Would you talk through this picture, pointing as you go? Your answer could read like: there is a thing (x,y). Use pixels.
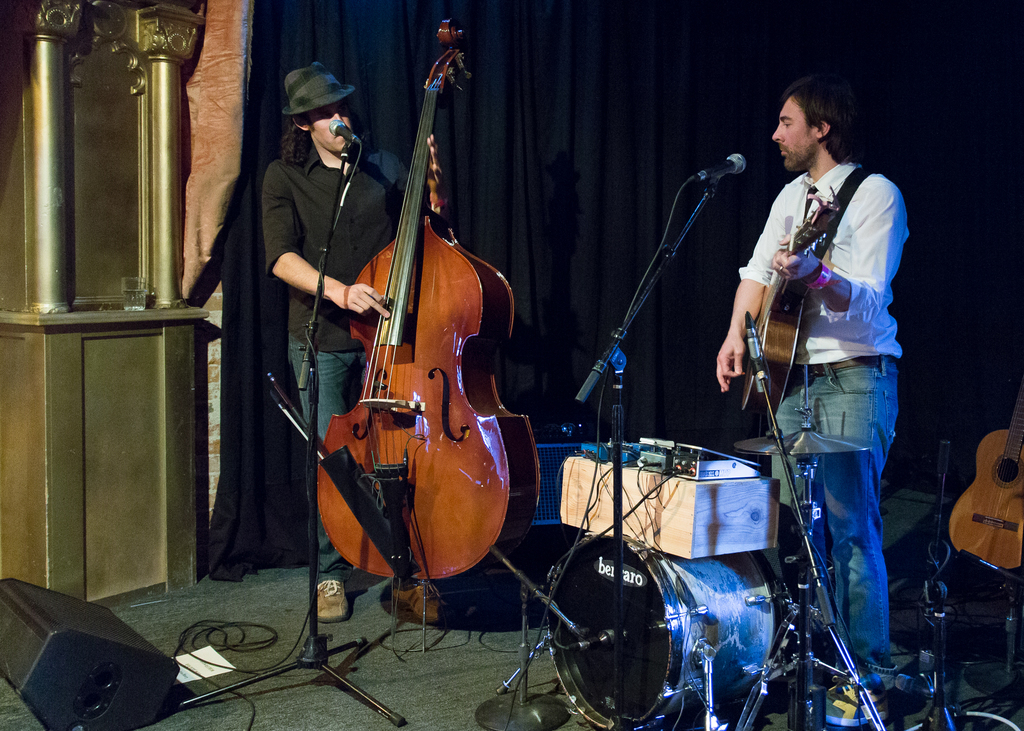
In this picture there is a person (331,88) who is standing at the left side of the image (315,94), he is playing the double bass (486,395) and there is another person (849,620) who is standing at the right side of the image (864,612), he is playing the guitar (750,349) and singing in the mic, there is a speaker (18,660) at the left side of the image (105,705) and there is a black color curtain (512,90) behind the people (325,618).
